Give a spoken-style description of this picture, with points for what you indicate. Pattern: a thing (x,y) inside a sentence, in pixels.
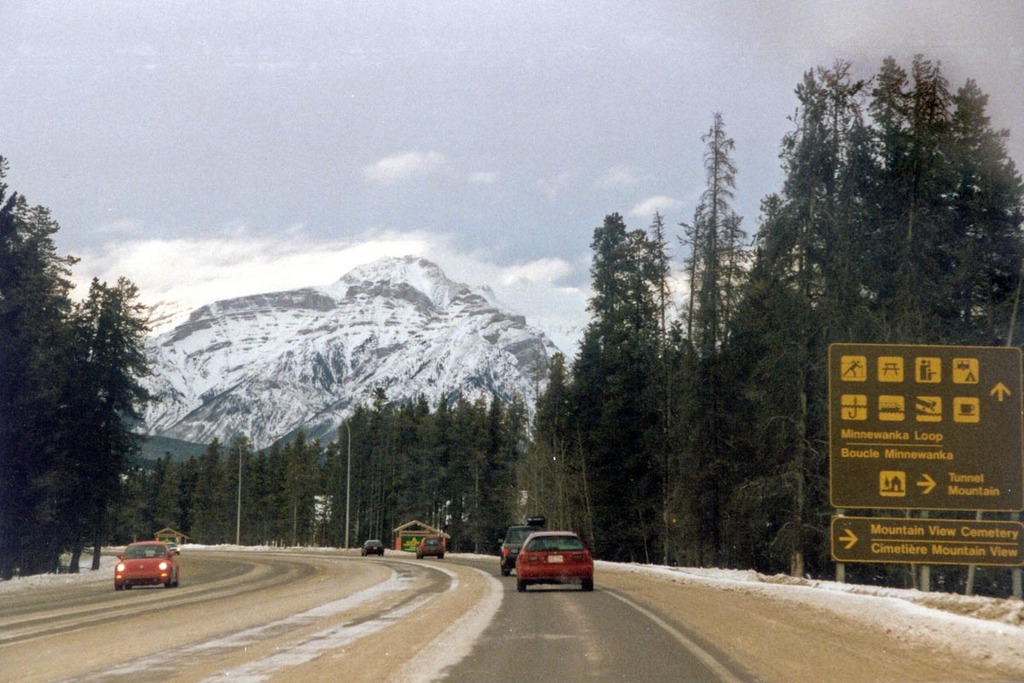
This image consists of cars (165,584) moving on the road (406,635). At the bottom (387,639), there is a road (389,641). To the right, there is a road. To the left (276,442) and right, there are trees (690,467). In the background (311,317), there is a mountain (295,330).
